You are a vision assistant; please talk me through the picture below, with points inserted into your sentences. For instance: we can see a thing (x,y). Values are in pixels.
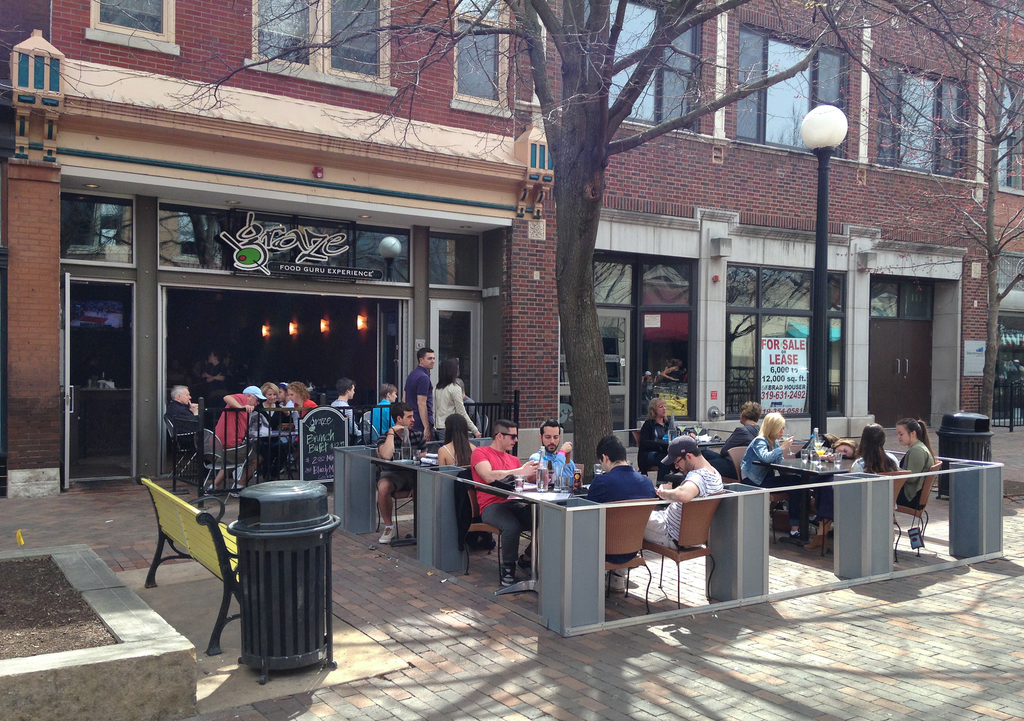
The picture is clicked outside and there are many people (501,478) sitting on the table (516,478) and food eatables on top of it. We observe a big tree (600,389) between them. In the background (238,294) we observe a restaurant (245,320) which is named as graze.
